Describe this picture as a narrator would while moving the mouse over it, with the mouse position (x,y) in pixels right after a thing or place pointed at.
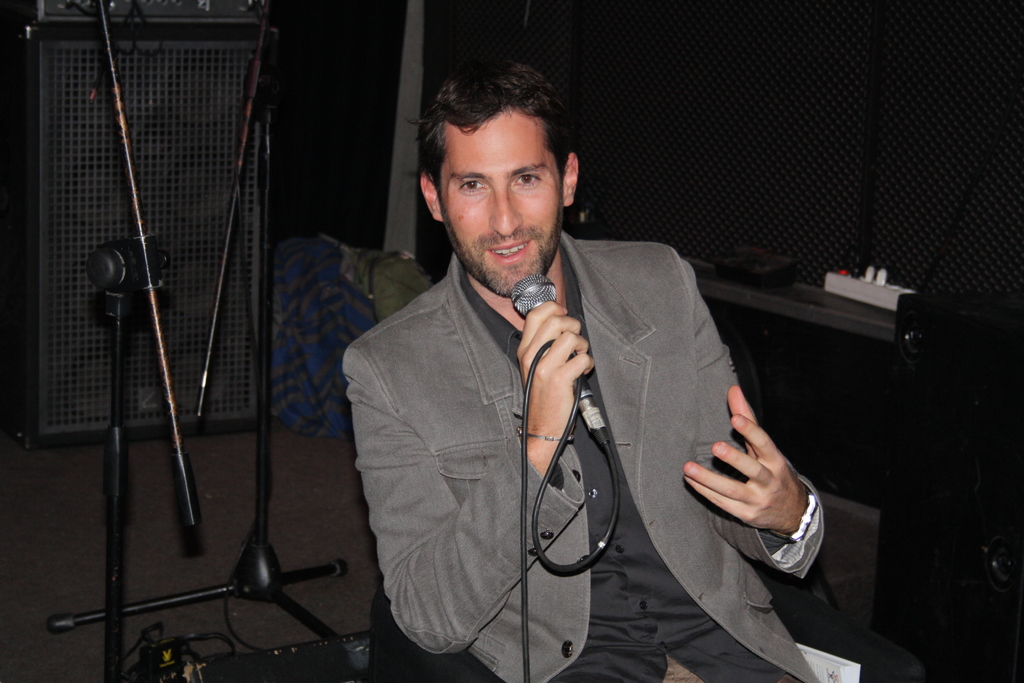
In the image there is a man (537,328) who is holding his microphone (528,292) and opened his mouth (513,257) for talking. On right side (868,291) there is a table (774,310) on table (796,303) we can see a switchboard (856,288), on left side (253,168) we can see speakers (193,150).
